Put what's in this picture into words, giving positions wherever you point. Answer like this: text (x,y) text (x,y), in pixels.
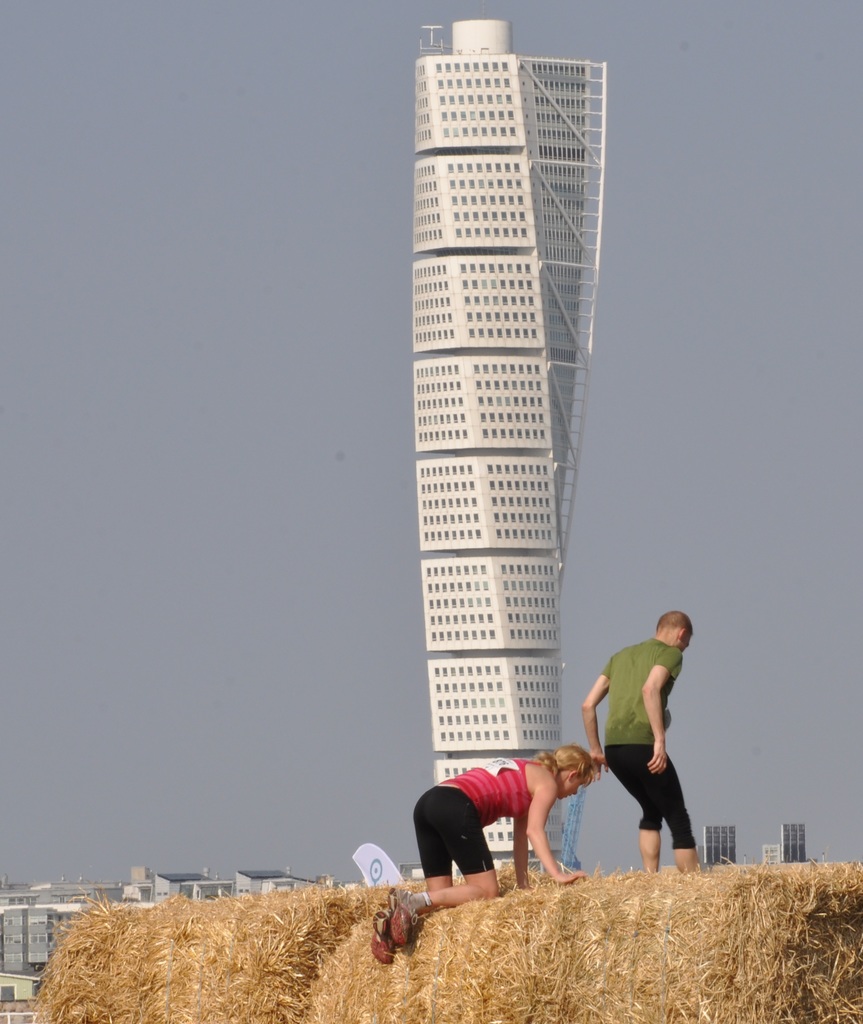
In the foreground (605,676) I can see two persons (655,859) and a grass load (584,903). In the background (488,417) I can see buildings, tower (542,450) and the sky (394,732). This image is taken during a day.
